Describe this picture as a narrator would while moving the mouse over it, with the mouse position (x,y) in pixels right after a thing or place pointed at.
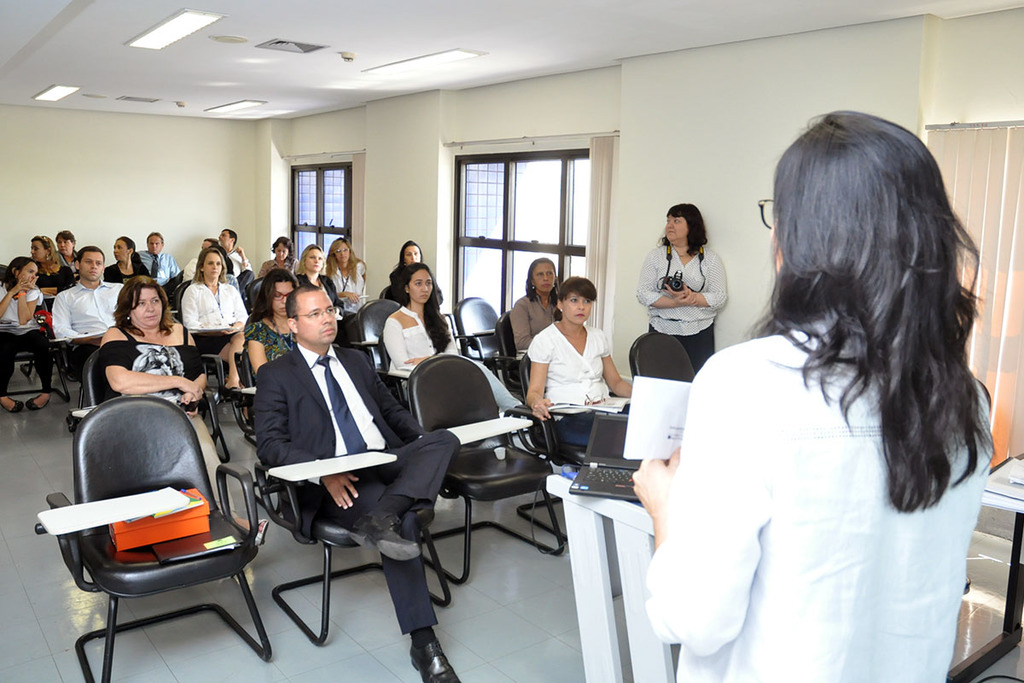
In this image i can see two women (756,368) standing and a group of people (309,329) sitting on the chair (440,405) there is a laptop (605,493) in front of the women (734,472), there are few books (168,496) on the chair (119,408), at the side there is a window (564,174). at the background (176,165) i can see a wall (210,140), at the top (170,34) there is a light (169,27).
